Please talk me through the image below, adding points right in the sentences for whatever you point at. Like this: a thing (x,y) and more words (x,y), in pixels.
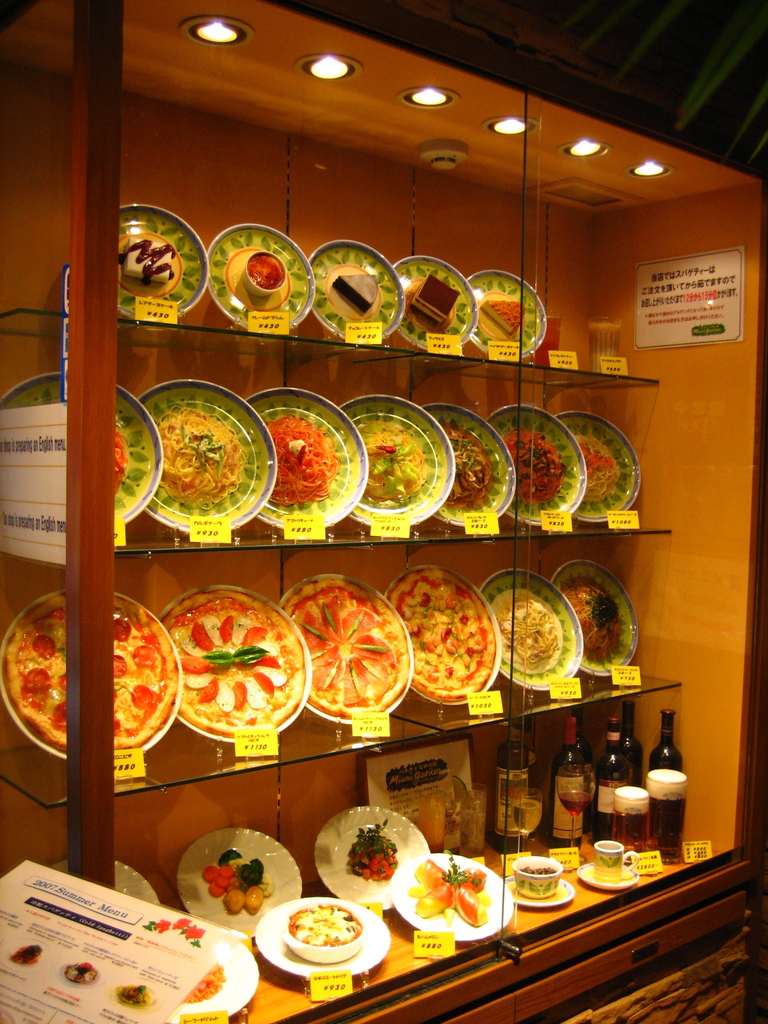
In this image there are a few food items (249,617) placed on plates (187,522) and are displayed on a display cupboard (529,708), and there are a few bottles of drinks (526,768), cups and glasses (575,808).
